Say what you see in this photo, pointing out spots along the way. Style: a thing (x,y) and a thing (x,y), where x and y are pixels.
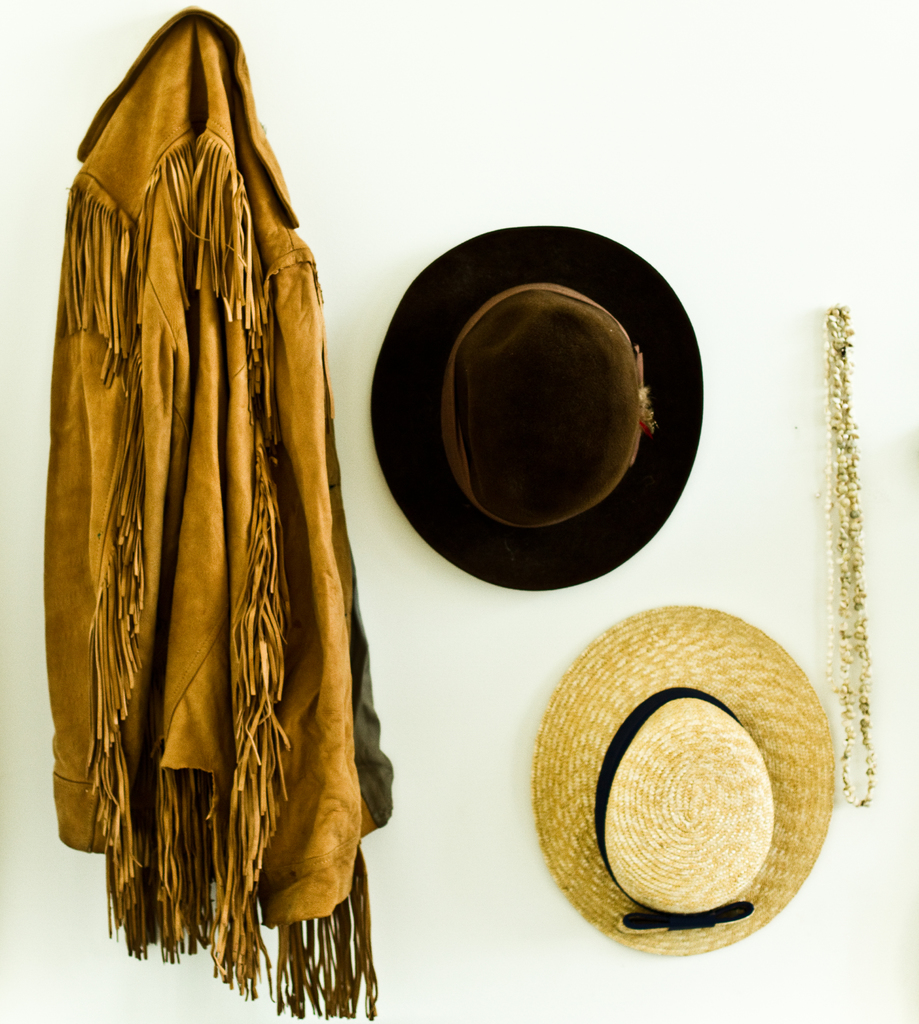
In this image there is a coat (171,386) on the left side (151,400). Beside the coat (149,477) there are two hats (622,517). Beside the hats (632,529) there is a chain (843,446). All these items (446,501) are attached to the wall (665,156).
